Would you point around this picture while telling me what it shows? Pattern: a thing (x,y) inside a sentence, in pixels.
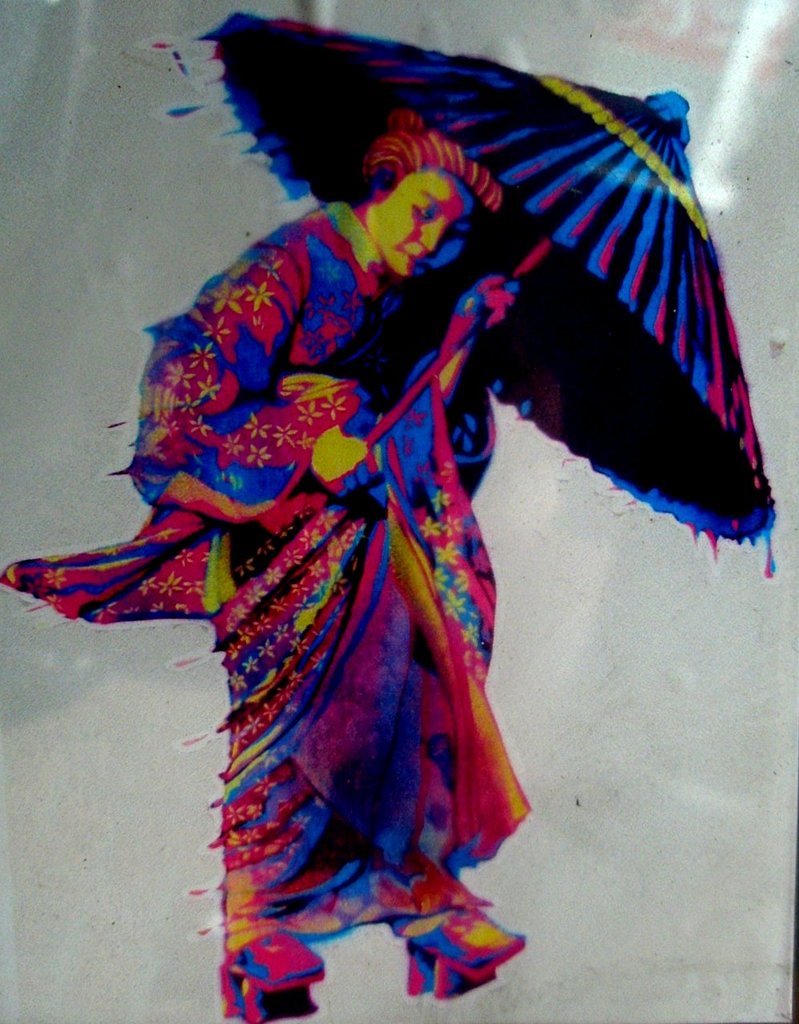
In this image we can see a painting (454,544). In the painting (325,815) there is a woman (398,546) holding an umbrella (560,310) in her hands (336,444).
